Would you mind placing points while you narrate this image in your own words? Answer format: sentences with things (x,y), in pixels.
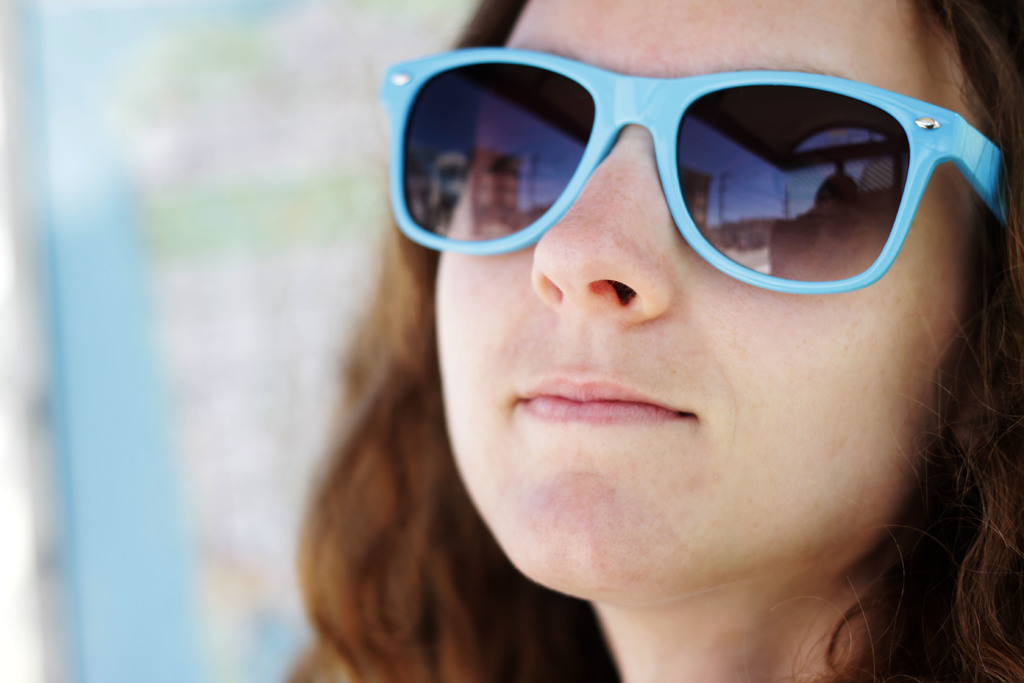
This image consists of a woman (751,342). Only the face (555,457) is visible. She is wearing goggles (463,236).
